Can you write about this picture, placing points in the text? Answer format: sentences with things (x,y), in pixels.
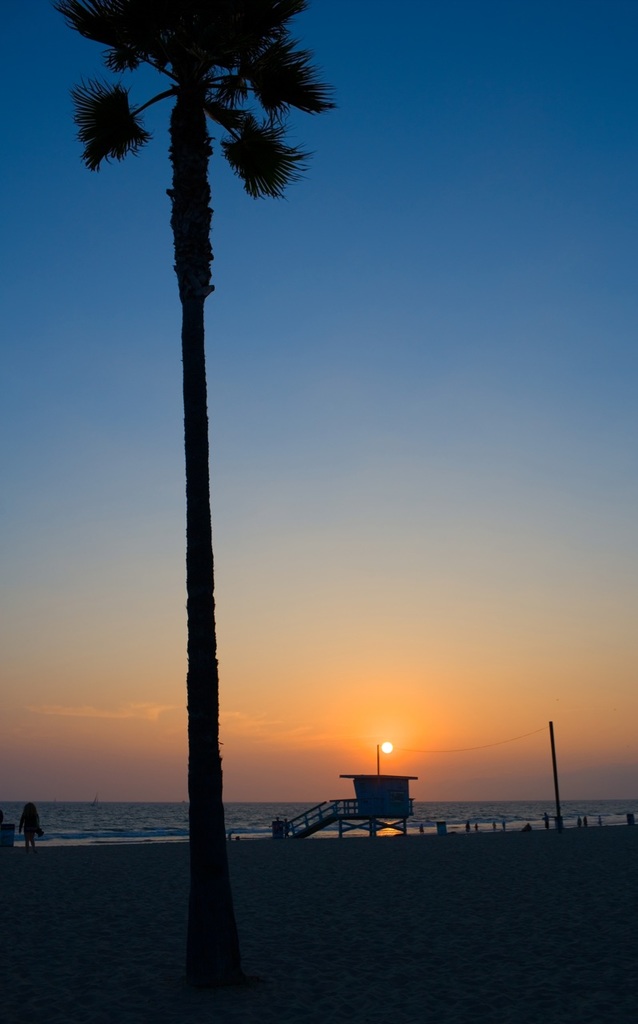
This picture is taken in the dark where we can see the tree (113,61), sand (43,896), a person (34,818) here, stairs (318,829), pole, wire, water (93,813), sun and the pale blue color sky (329,550) in the background (367,740).
